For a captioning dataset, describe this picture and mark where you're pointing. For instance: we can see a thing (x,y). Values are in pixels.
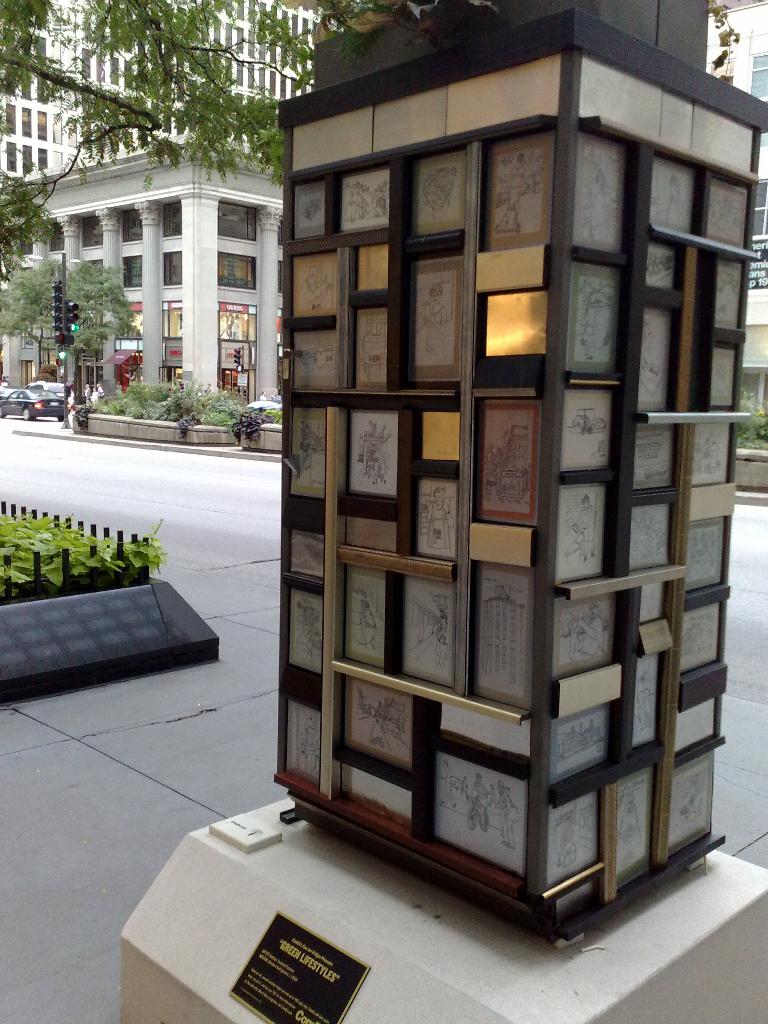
In the image we can see a pillar (392,139) and photo frames (510,523) stick to it. There are buildings (196,316), glass (177,376), windows (45,159) of the building (50,142), tree (88,313), signal pole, road (152,483) and vehicles (37,399).
